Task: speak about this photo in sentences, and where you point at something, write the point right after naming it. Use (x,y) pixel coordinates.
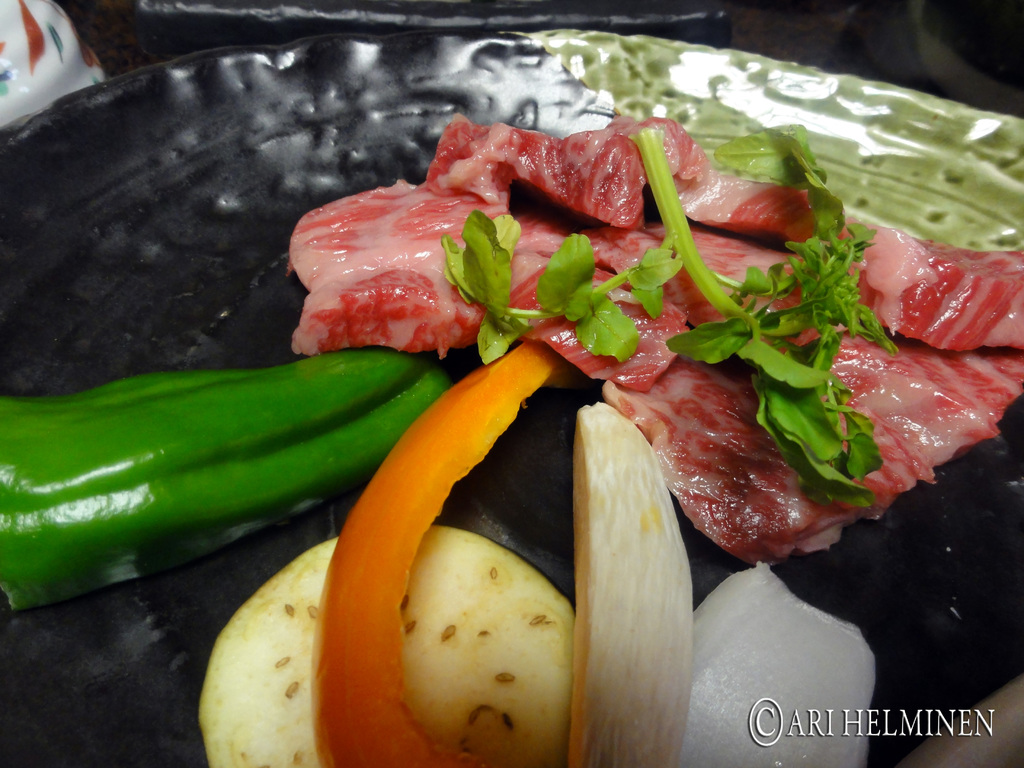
The picture consists of a plate (227,217). In the plate (247,195) there are meat (529,268) and vegetables (817,285). On the left (36,48) there is a ceramic object (23,48). At the top (427,32) it is plate (490,22).
